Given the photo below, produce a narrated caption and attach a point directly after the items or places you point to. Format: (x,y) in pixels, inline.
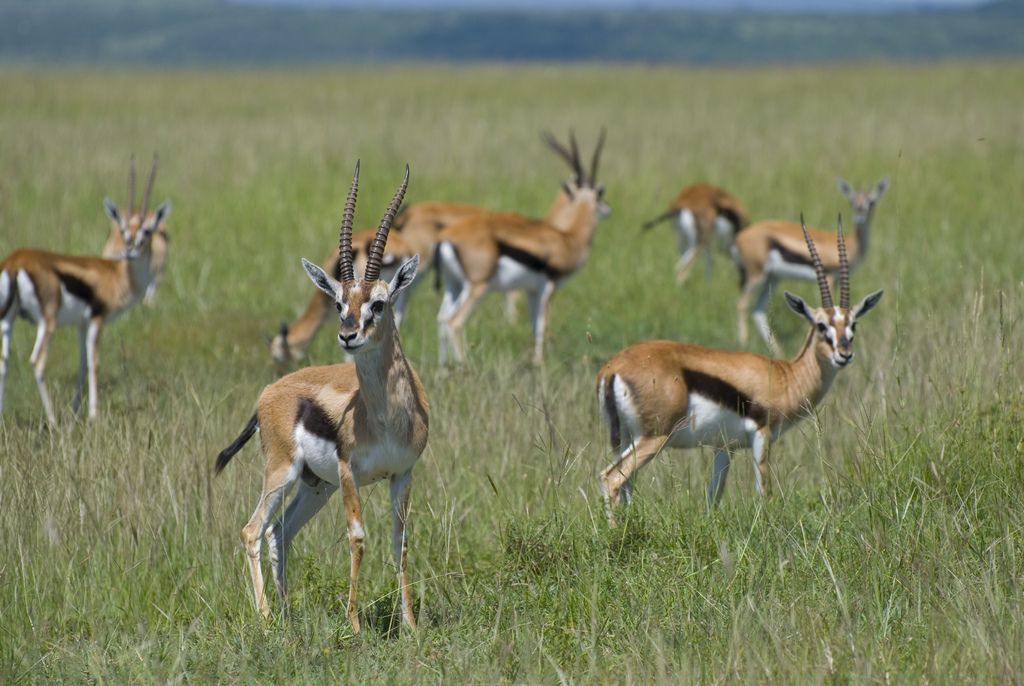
In the picture we can see an antelope (645,433) on the grass surface area (667,577) and they are brown in color with some part white and in the background (958,19) we can see a hill (958,19).
